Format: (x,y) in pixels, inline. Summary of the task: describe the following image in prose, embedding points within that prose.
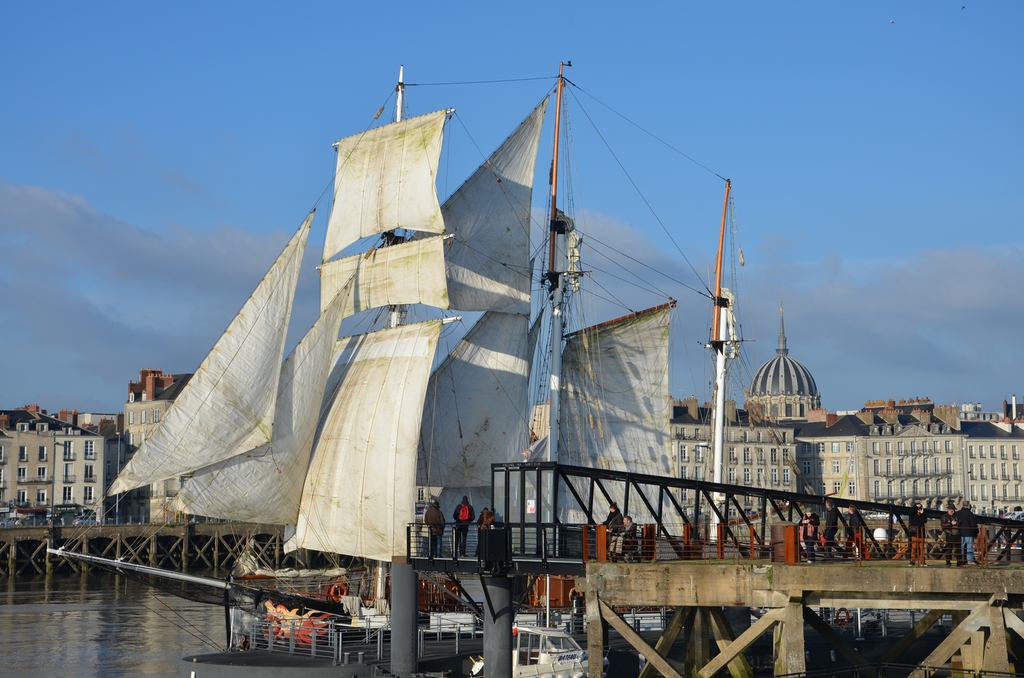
In this image we can see sky (385,112) with clouds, buildings (92,465), bridges (83,566), ships (556,363) on the water (201,608) and persons (611,533) standing on the bridge (465,572).
